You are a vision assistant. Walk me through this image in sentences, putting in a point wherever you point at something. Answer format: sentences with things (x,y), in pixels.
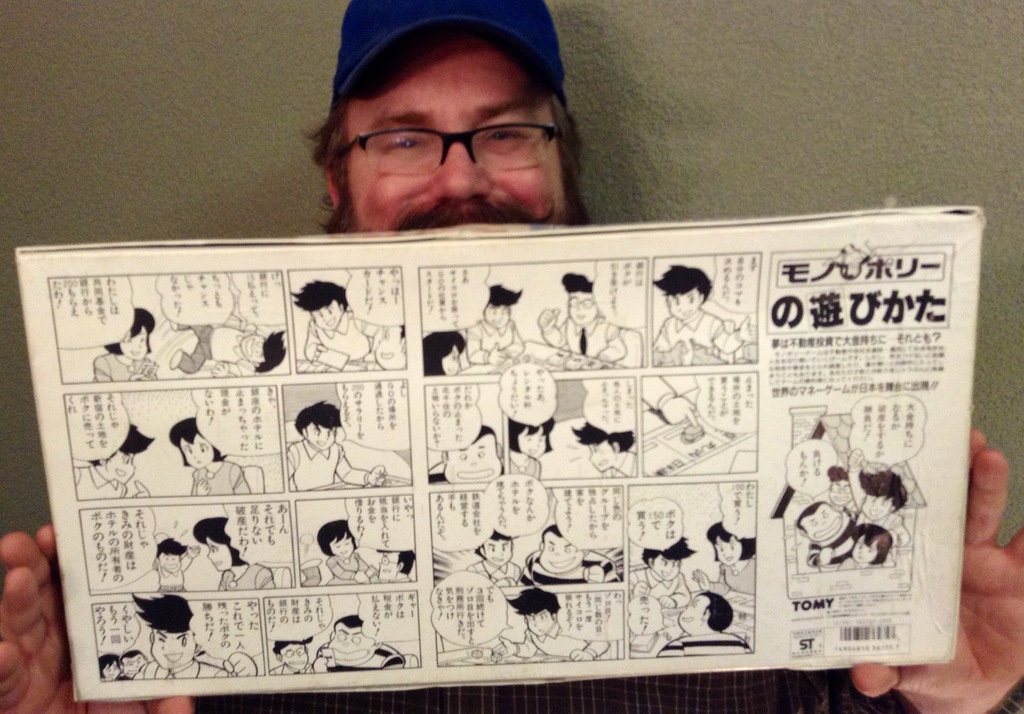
In this image, we can see a person (437,170) is watching and holding a board (552,502). He is wearing glasses (434,153) and cap (496,27). On the board (564,431), we can see few figures (792,424), text (793,366) and barcode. In the background (760,109), there is a wall (778,138).
